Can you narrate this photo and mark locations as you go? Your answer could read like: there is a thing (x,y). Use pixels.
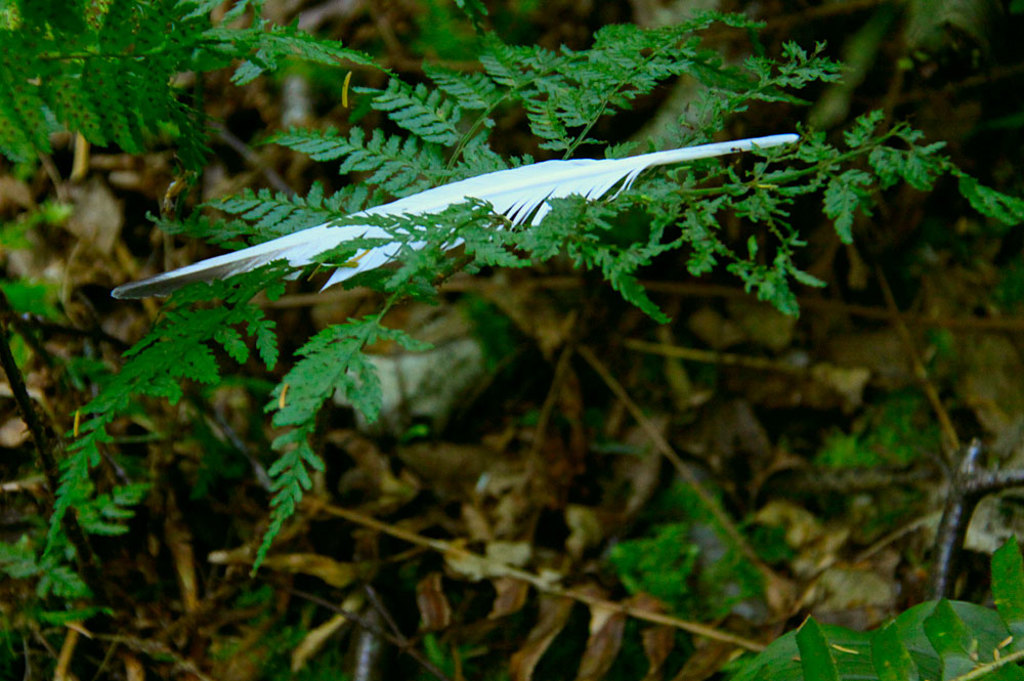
In this picture there is a feather (636,175) on the plant (413,222). Feather (501,193) is in white and black color. At the bottom (211,651) there are dried leaves (572,440).
